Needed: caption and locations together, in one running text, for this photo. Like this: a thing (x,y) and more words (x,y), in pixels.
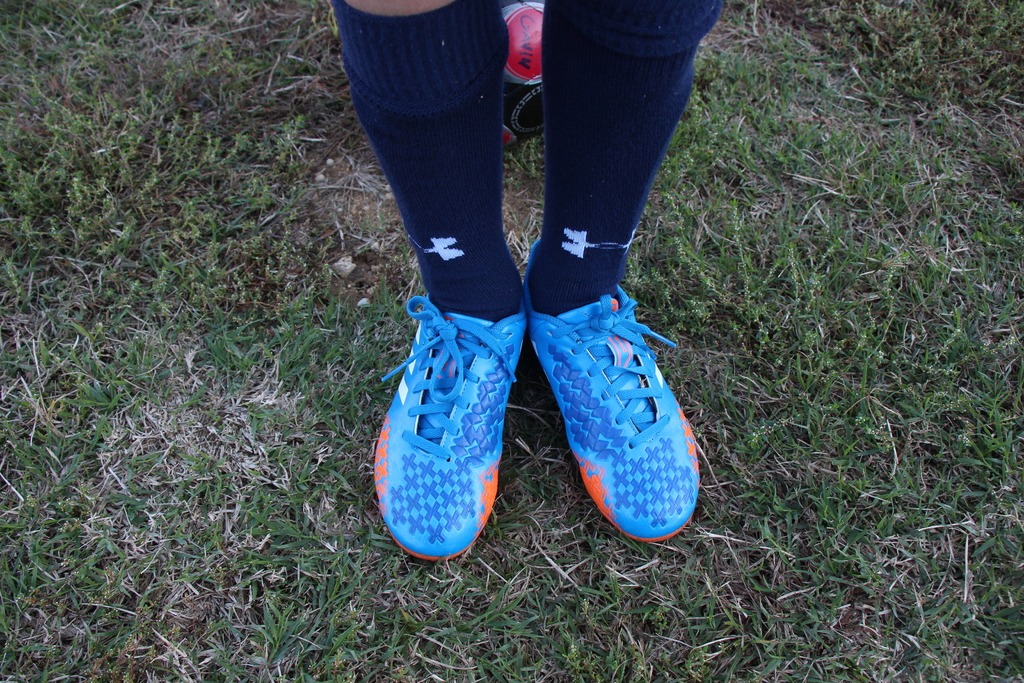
In this image, we can see the legs (664,139) of a person (664,139) who is wearing shoes (572,432), there's grass (878,367) on the ground (864,438).
